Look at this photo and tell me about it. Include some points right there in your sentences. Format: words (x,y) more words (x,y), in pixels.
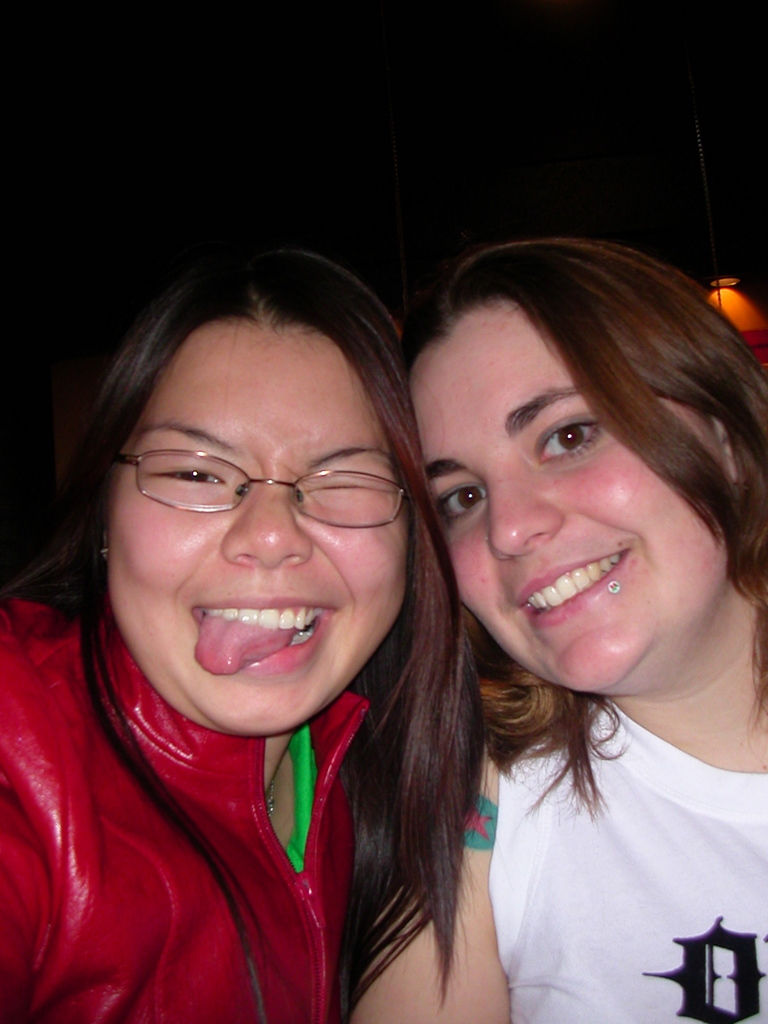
In this picture I can see in the middle (433,476) two women (326,534) are there, they are smiling.
